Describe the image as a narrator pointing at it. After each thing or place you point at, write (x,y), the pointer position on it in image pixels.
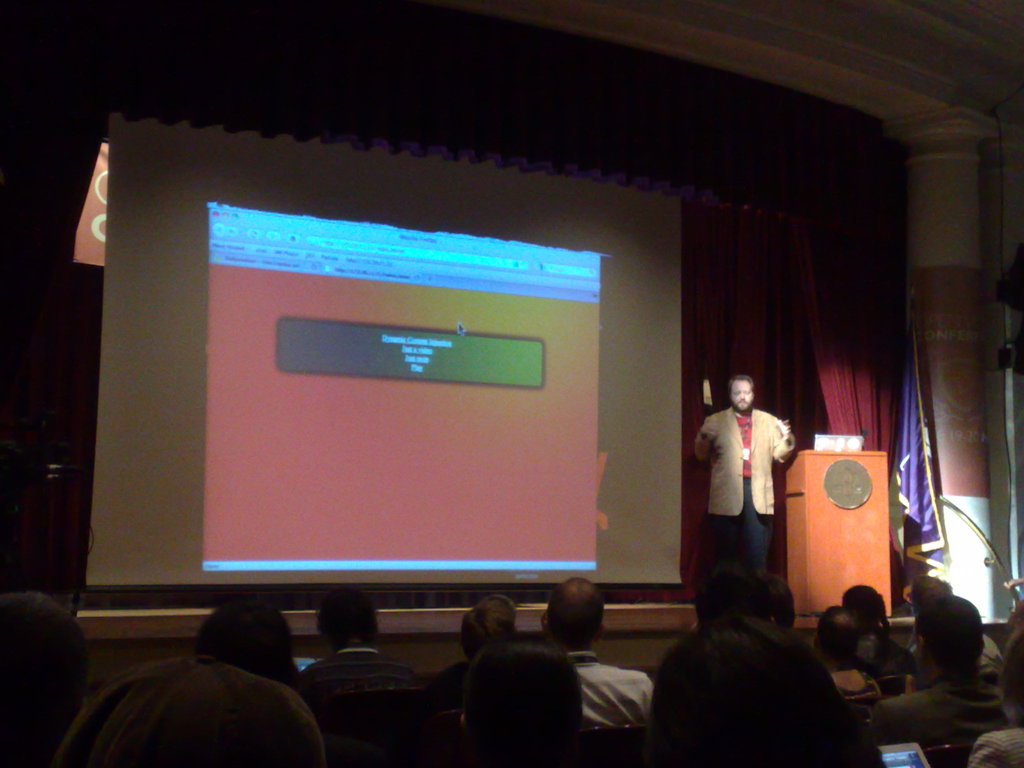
This picture shows the inner view of a building (951,158), some people (842,760) sitting on the chairs (930,762) in front of the stage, two objects (911,758) looks like laptops (898,760), one podium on the stage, one object (846,486) attached to the podium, one laptop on the podium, one object (88,226) behind the projector screen (142,209), one flag (918,498) near the pillar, red curtain (694,238) in the background (733,238), one man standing on the stage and holding objects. One poster (981,471) with text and image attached to the pillar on the right side of the image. One projector screen (656,279) with text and image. Some objects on the right (974,750) and left side of the image (19,478). The image is dark.
